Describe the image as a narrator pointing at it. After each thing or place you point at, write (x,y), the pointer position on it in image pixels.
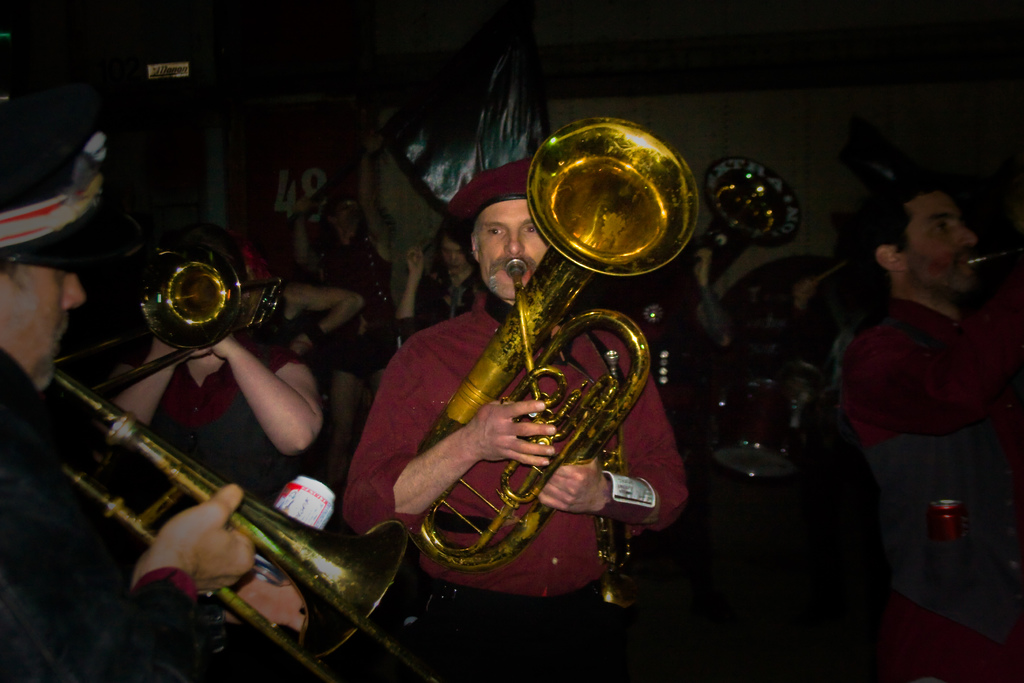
In this image we can see some people (501,305) playing the trumpets (425,537). On the backside (457,183) we can see a woman (376,321) holding the flag (478,118).
